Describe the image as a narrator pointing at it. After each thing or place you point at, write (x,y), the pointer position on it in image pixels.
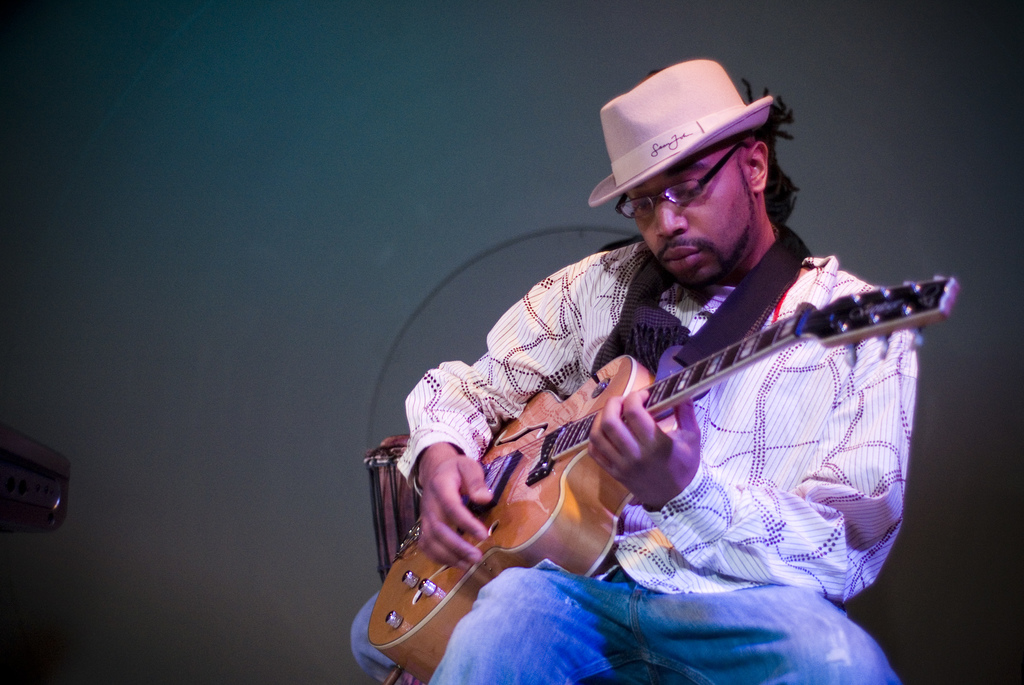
In the picture we can find a man (760,383) sitting on a chair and holding the guitar (626,366) and playing it. He wears a hat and he is wearing a design shirt (743,382) with blue jeans pant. In the background (864,149) we can find a blue wall (150,287).
